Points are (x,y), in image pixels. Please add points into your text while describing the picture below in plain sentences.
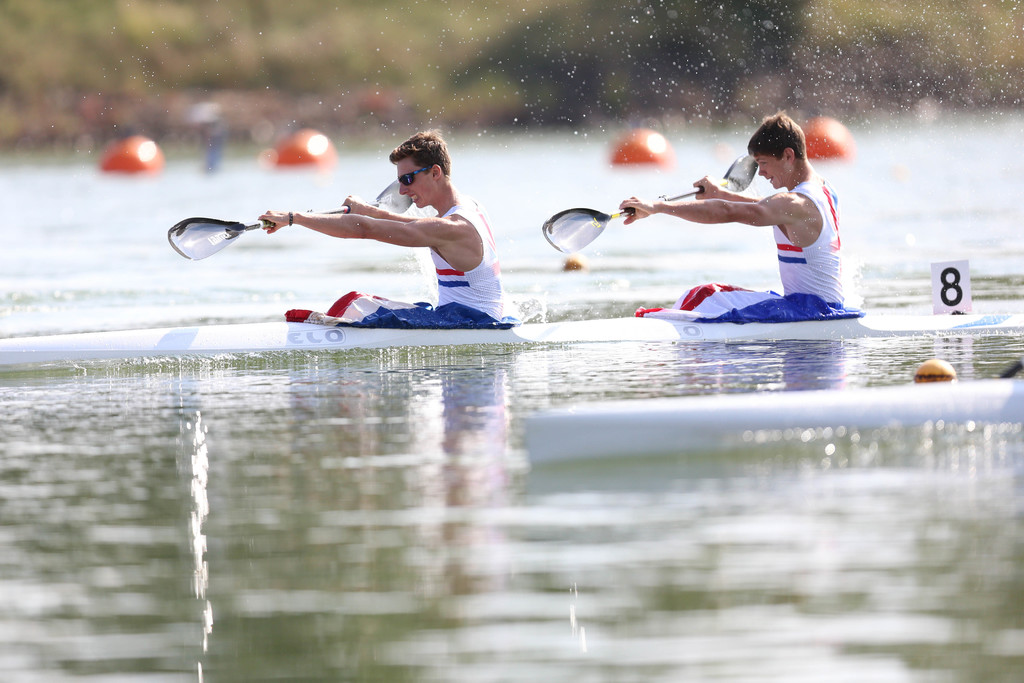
In the center of the image (456,276) we can see two people (440,220) are doing row boats (987,314). In the background of the image (882,251) we can see the water (180,465). On the right side of the image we can see a sign board (964,290). At the top (450,75), the image is blurred.
